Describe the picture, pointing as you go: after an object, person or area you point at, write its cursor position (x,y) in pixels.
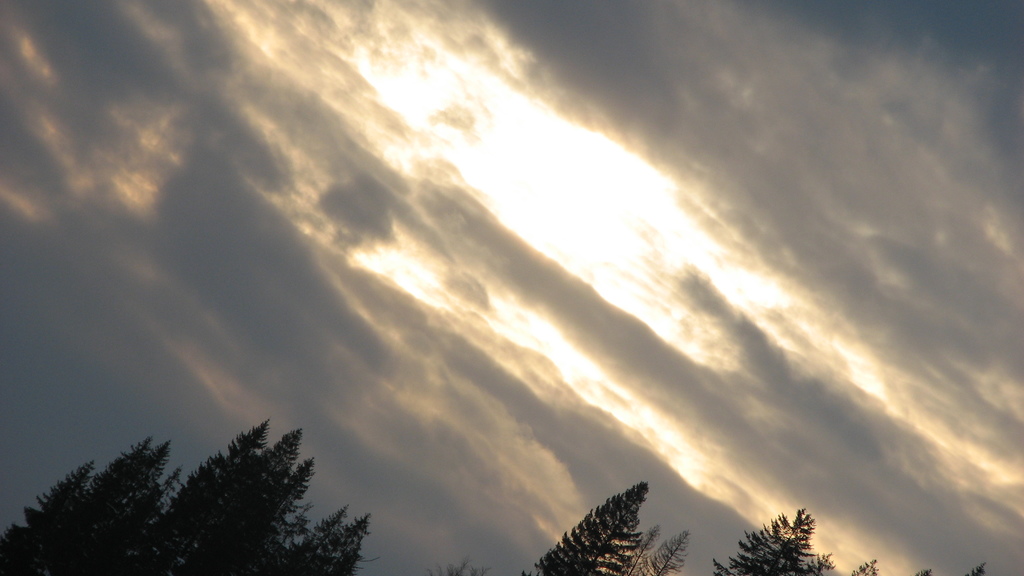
In this picture I can see number of trees (331,527) on the bottom of this picture (262,498) and in the background (295,293) I see the sky (861,214) which is cloudy.
